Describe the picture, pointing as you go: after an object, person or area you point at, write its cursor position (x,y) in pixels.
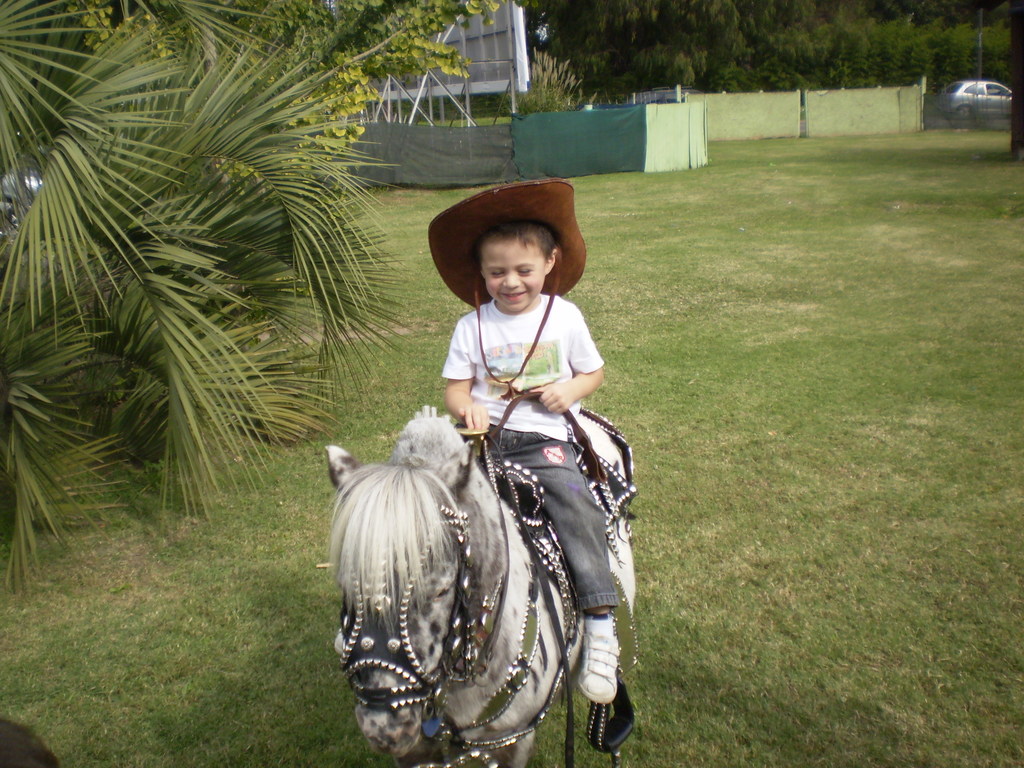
In this image we can see a child (507,376) wearing a hat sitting on a horse (423,584). We can also see some grass (300,578), plants (179,440) and a fence (564,170). On the backside (618,58) we can see a group of trees (741,43) and a car (967,101) on the road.
